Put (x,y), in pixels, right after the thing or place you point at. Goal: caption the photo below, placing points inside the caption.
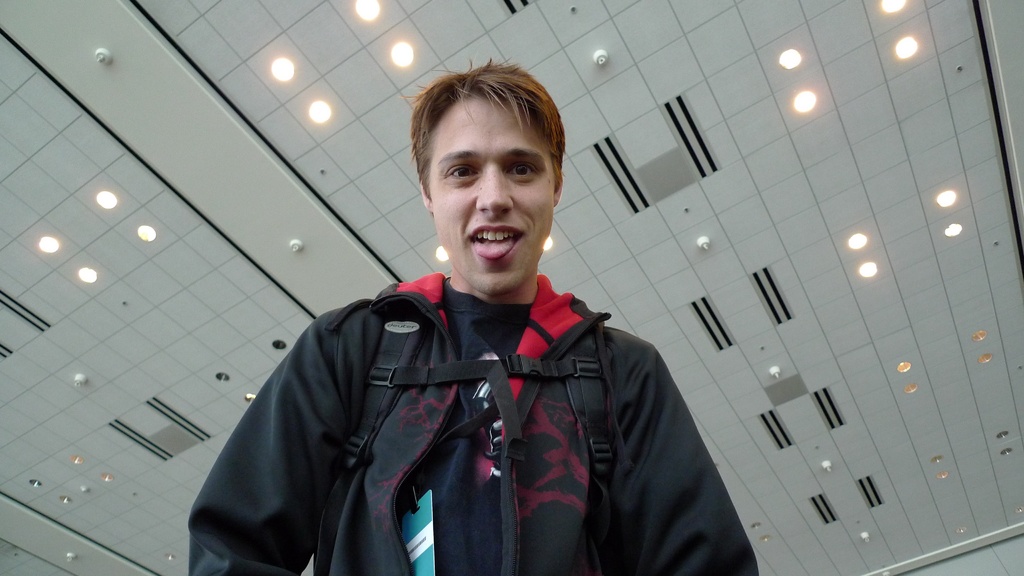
In this picture we can see the boy (528,436) wearing a black jacket (536,517), standing in the front (507,469) and smiling. On the top (771,177) there is a ceiling (771,177) and lights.
